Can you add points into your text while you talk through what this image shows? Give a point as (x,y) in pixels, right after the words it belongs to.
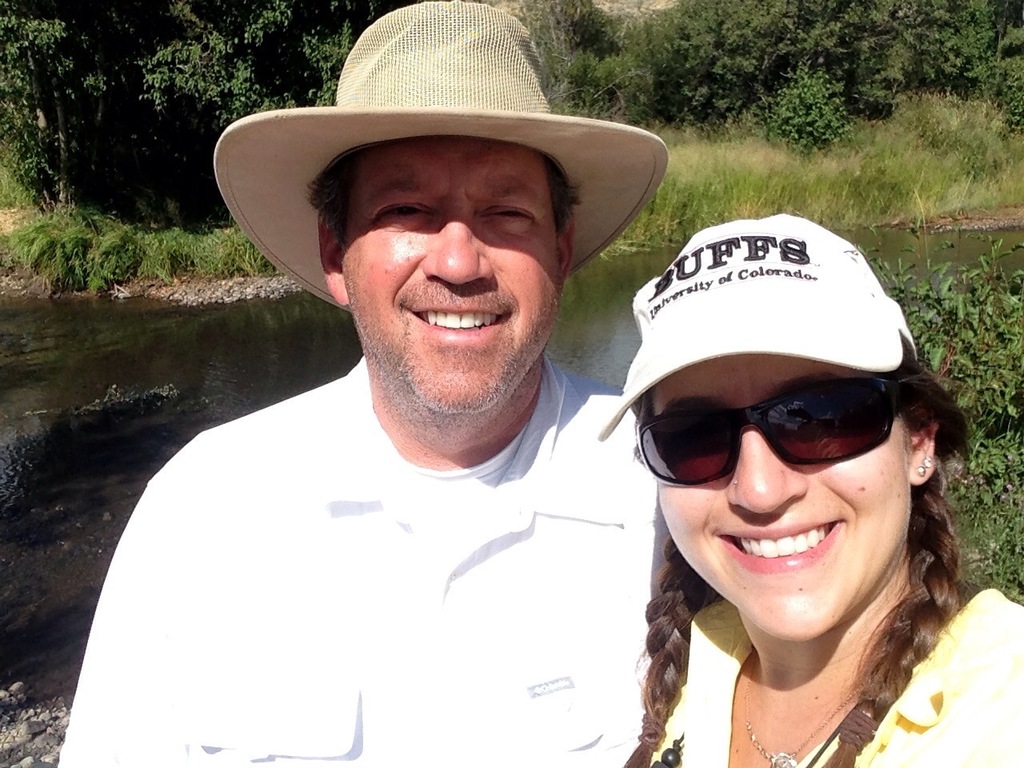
In this picture I can see a man (524,597) and a woman (707,500) are standing together. They are smiling and wearing a cap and white and yellow color dress (486,522). The woman (858,484) is wearing black color shades (805,429). In the background (231,353) I can see water (254,352), trees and grass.
